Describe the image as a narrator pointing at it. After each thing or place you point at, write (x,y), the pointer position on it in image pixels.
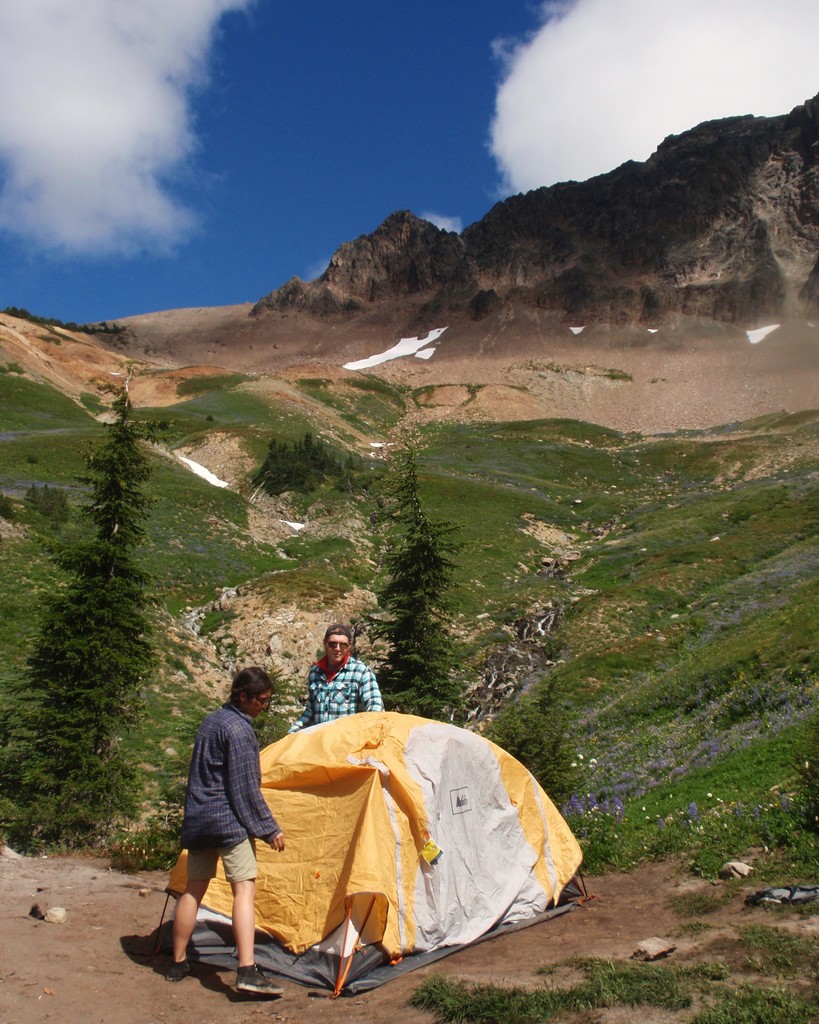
The picture is clicked in the mountains (103,351). In the foreground of the picture (342,793) there are two man (218,822), tent (457,838), grass (594,967), soil (100,937) and stones (660,942). In the center of the picture (486,506) there are mountains (440,355), snow (393,356) and grass (506,463). Sky (386,185) is cloudy and it is sunny.
